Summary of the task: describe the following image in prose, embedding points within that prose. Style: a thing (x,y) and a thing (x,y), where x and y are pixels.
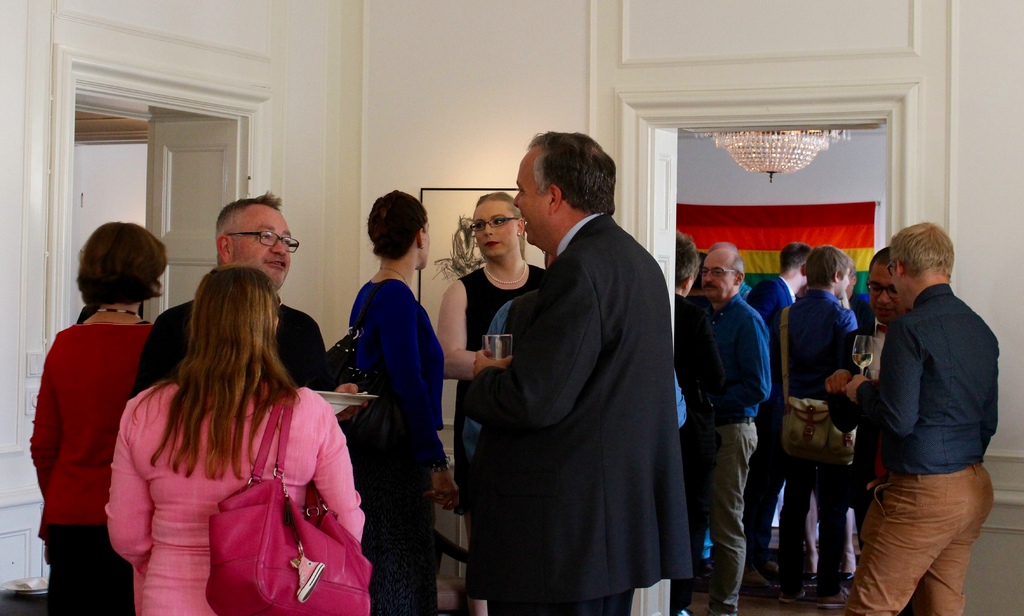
In the picture we can see group of people (403,391) standing, some are holding glasses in their hands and in the background of the picture (619,187) there is a wall (619,187) to which photo frame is attached and we can see multi color cloth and there are some doors (63,319).
